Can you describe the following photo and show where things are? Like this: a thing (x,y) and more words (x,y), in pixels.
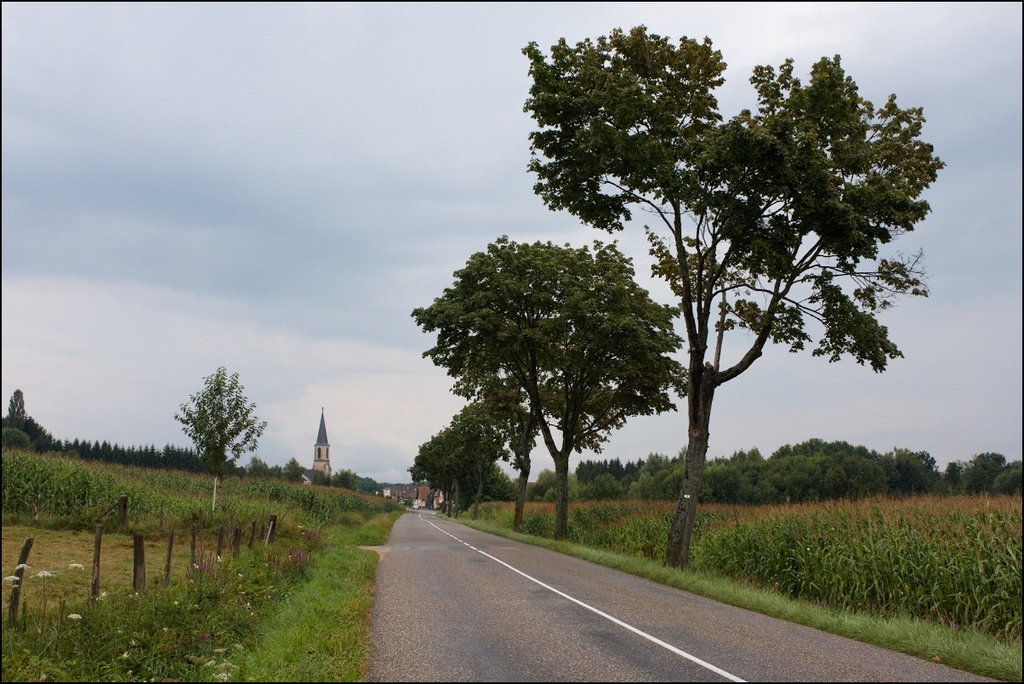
In this image we can see road (407,517). On the left side (127,517) there are plants (125,581) and small poles (140,568). On the right side (921,536) there are trees (455,469) and plants (881,538). In the background (129,458) there are trees (458,453). Also we can see a building (318,449). And there is sky (284,176).
